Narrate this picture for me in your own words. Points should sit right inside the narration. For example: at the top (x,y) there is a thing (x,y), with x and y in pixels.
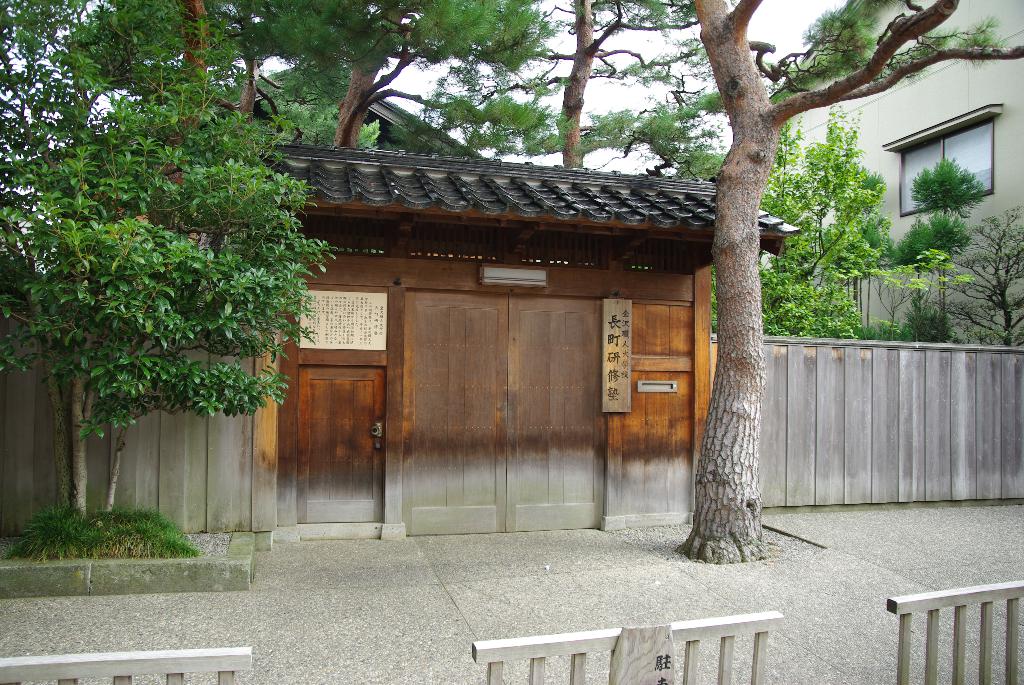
In the picture I can see their barrier gates (620,656), wooden house (393,514), trees (107,226), fence (983,411), another building (1004,157) on the right side of the image (927,92) and the sky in the background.
